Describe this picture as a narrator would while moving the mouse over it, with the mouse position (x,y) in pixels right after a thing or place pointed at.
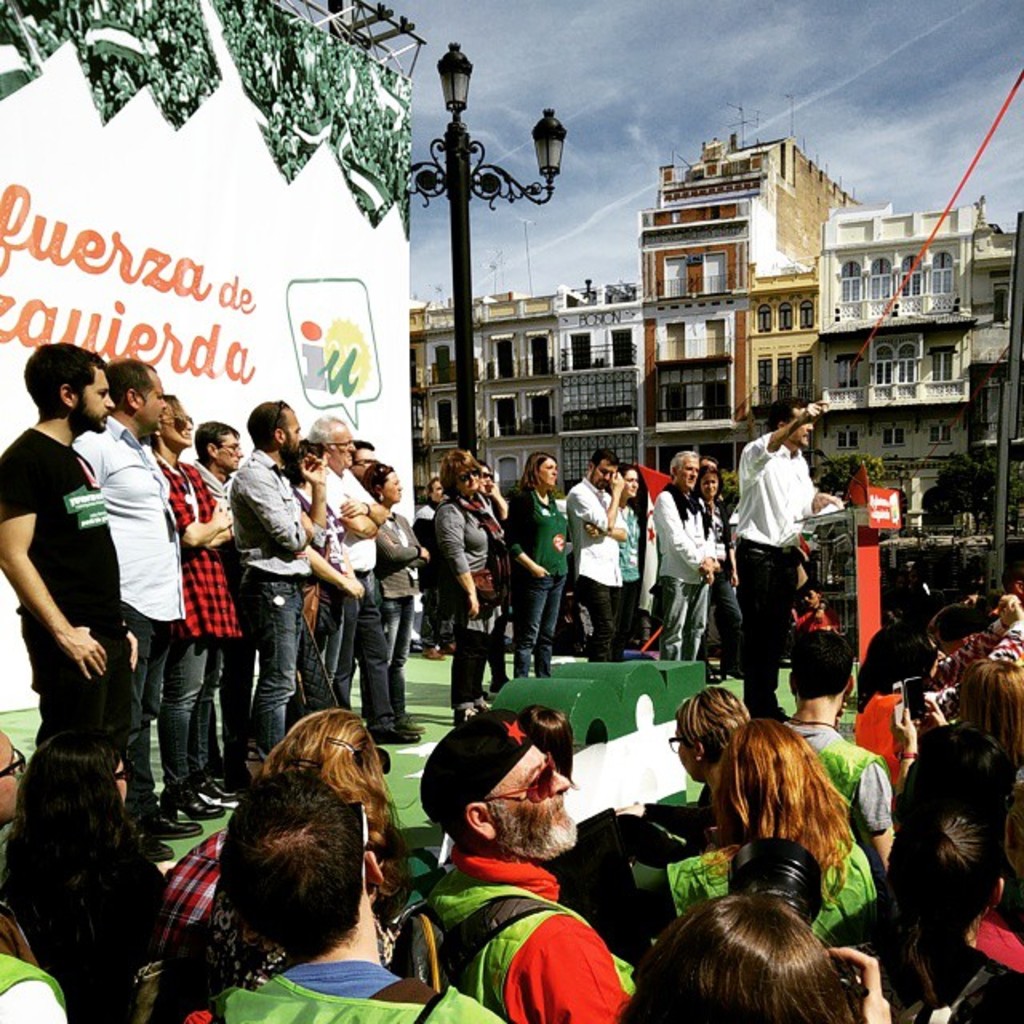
There is a group of persons (745,912) standing at the bottom of this image (806,805) and there is an another group of persons (251,560) standing in the middle of this image (492,575). There is a building (713,427) on the right side of this image (813,376) and there is a pole (473,353) and a wall poster (178,301) on the left side of this image (252,323). There is a sky (558,237) at the top of this image (678,83).
